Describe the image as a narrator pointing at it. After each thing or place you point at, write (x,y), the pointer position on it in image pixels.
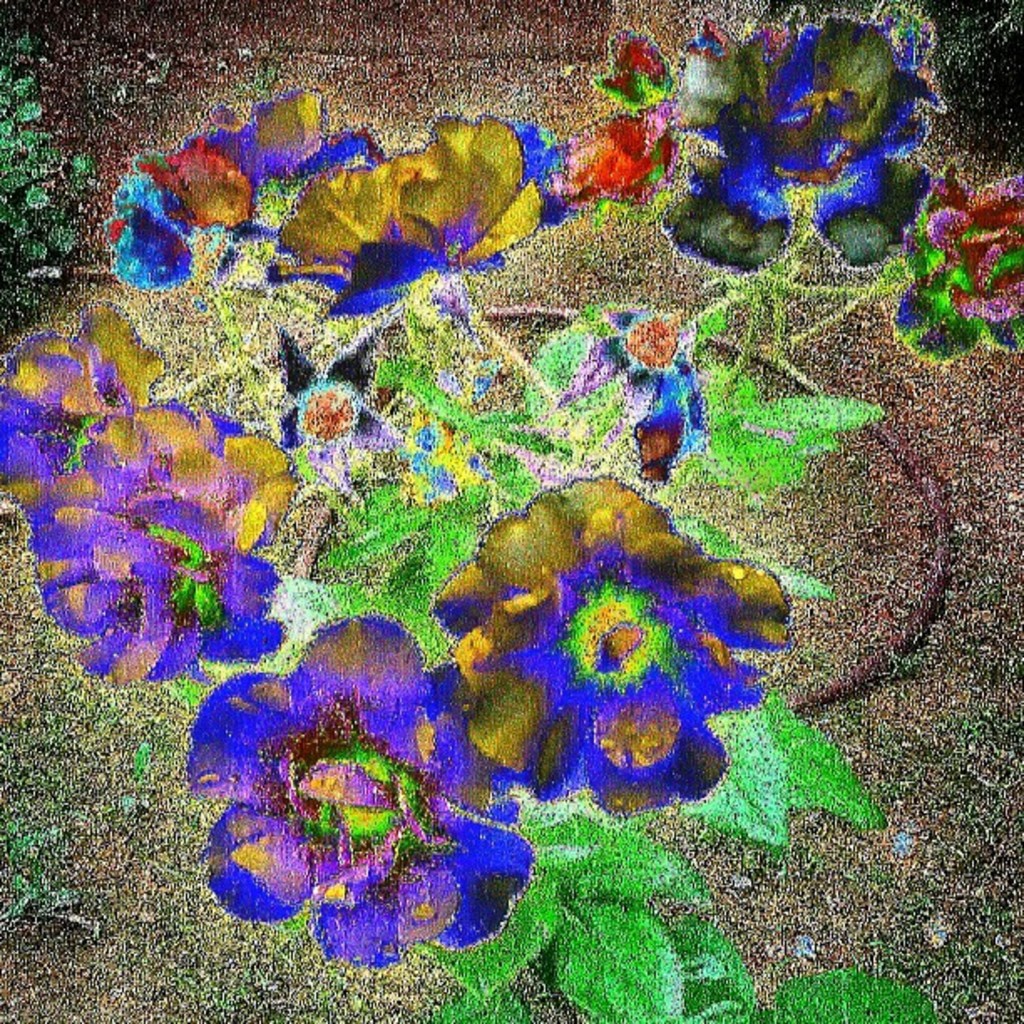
In this image I can see flower plants (342,706).
